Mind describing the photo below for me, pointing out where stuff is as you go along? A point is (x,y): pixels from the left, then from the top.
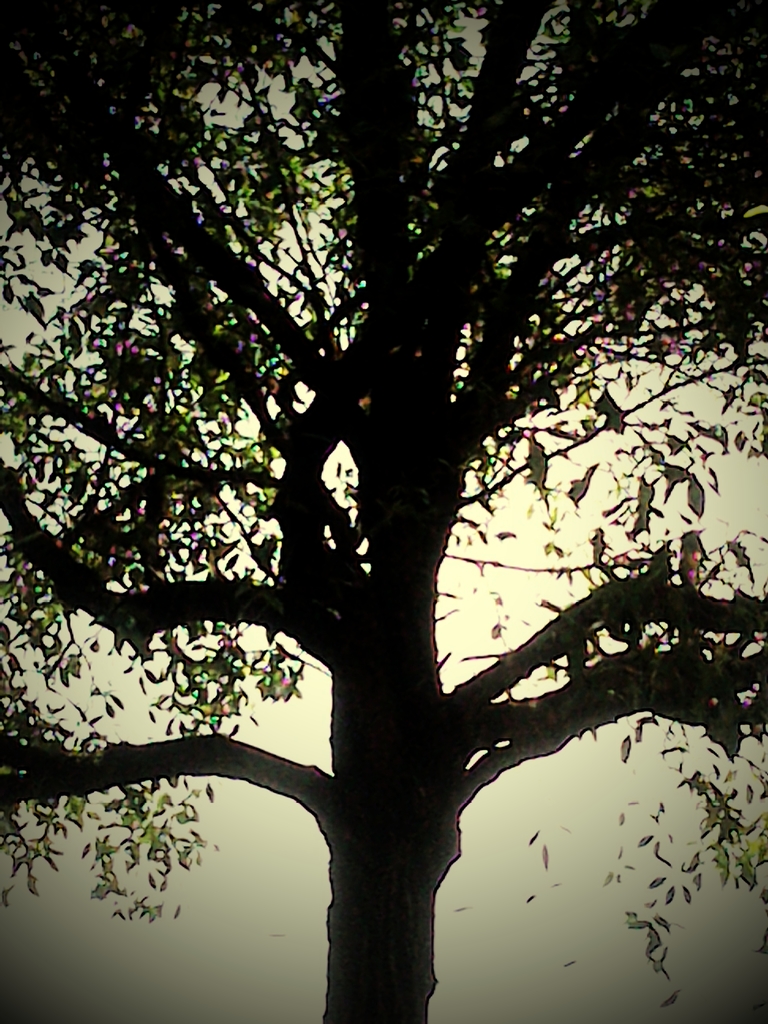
In the middle of this image (471,456), there is a tree (460,305) having leaves (737,742). In the background (138,1013), there is the sky (113,973).
